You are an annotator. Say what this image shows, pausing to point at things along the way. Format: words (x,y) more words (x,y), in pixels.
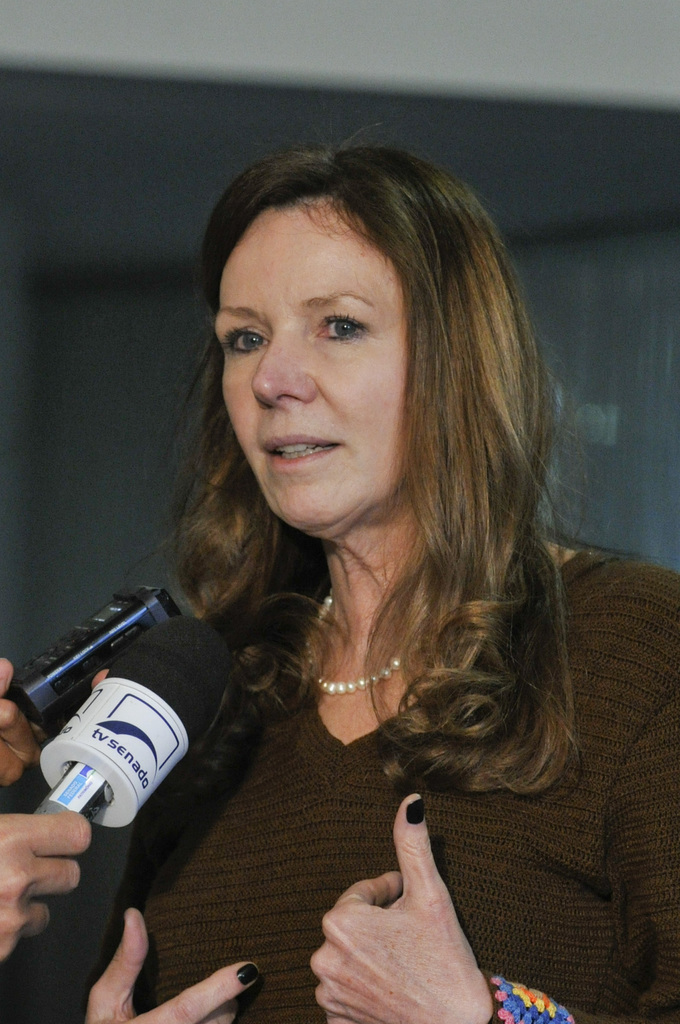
In the foreground (670,807) I can see a woman (664,574) and mike's (117,686). In the background (77,936) I can see a wall (56,150). This image is taken may be in a hall (165,123).
